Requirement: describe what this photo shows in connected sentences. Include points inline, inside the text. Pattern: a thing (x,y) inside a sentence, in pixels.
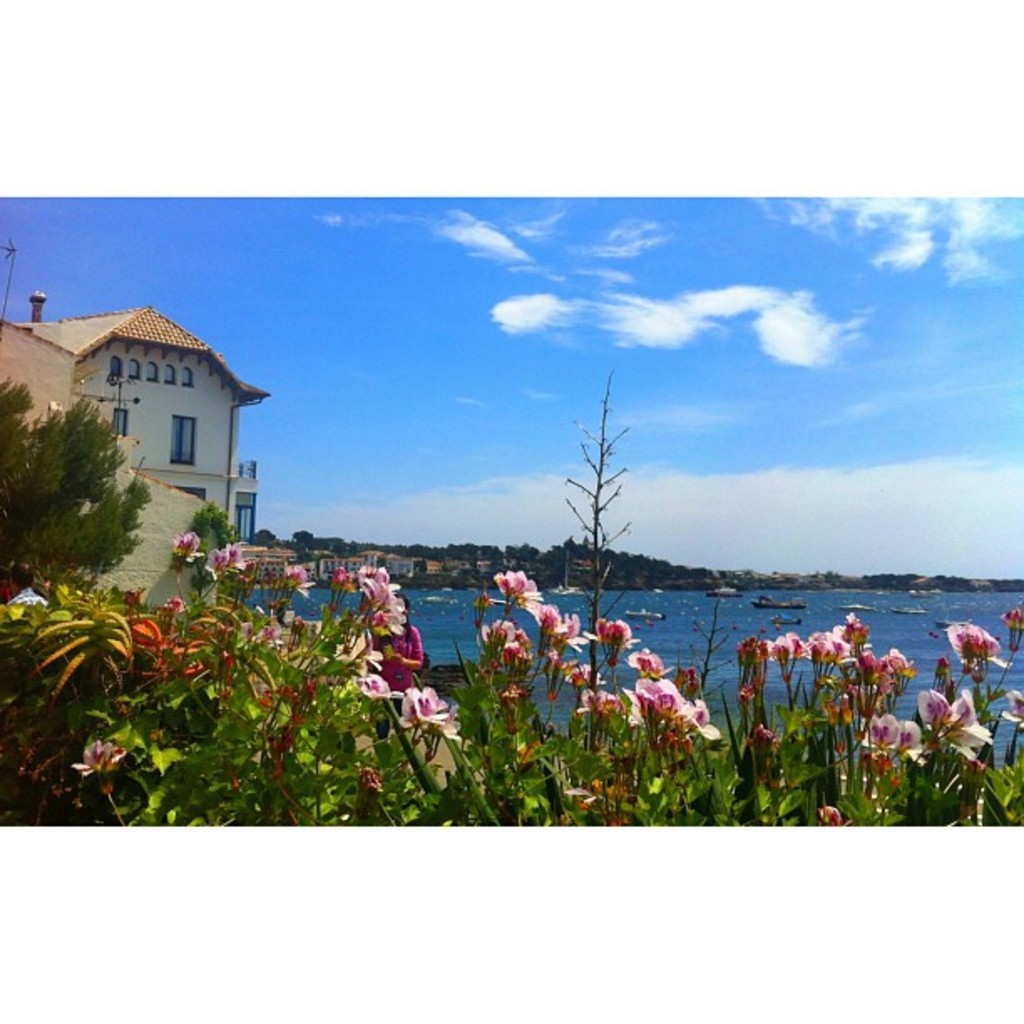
In this picture we can see a few flowers (514,576) from left to right. There are some boats (863,608) in the water (884,626). We can see a few trees (104,561) and houses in the background (78,489). Sky (706,337) is blue in color and cloudy.
